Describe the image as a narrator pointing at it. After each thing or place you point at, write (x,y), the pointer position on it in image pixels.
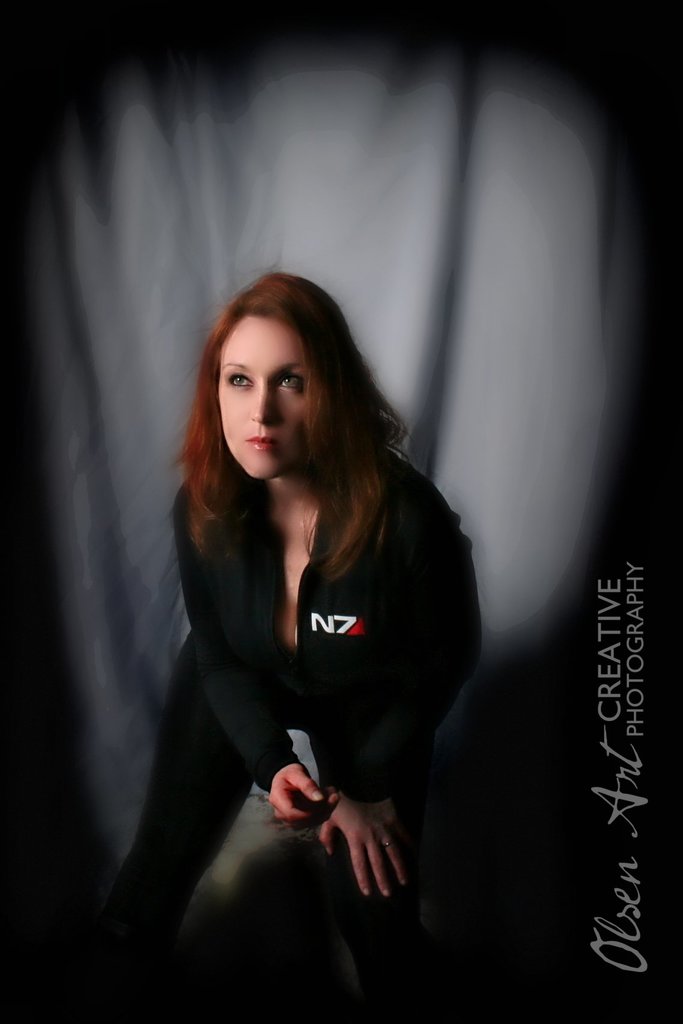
In this image in the middle (246,461), there is a woman (288,493), she wears a jacket (326,667), trouser (214,834), she is sitting, her hair (326,483) is long. On the right (634,763) there is a text (632,722). In the background (551,390) there is a cloth (330,263).
